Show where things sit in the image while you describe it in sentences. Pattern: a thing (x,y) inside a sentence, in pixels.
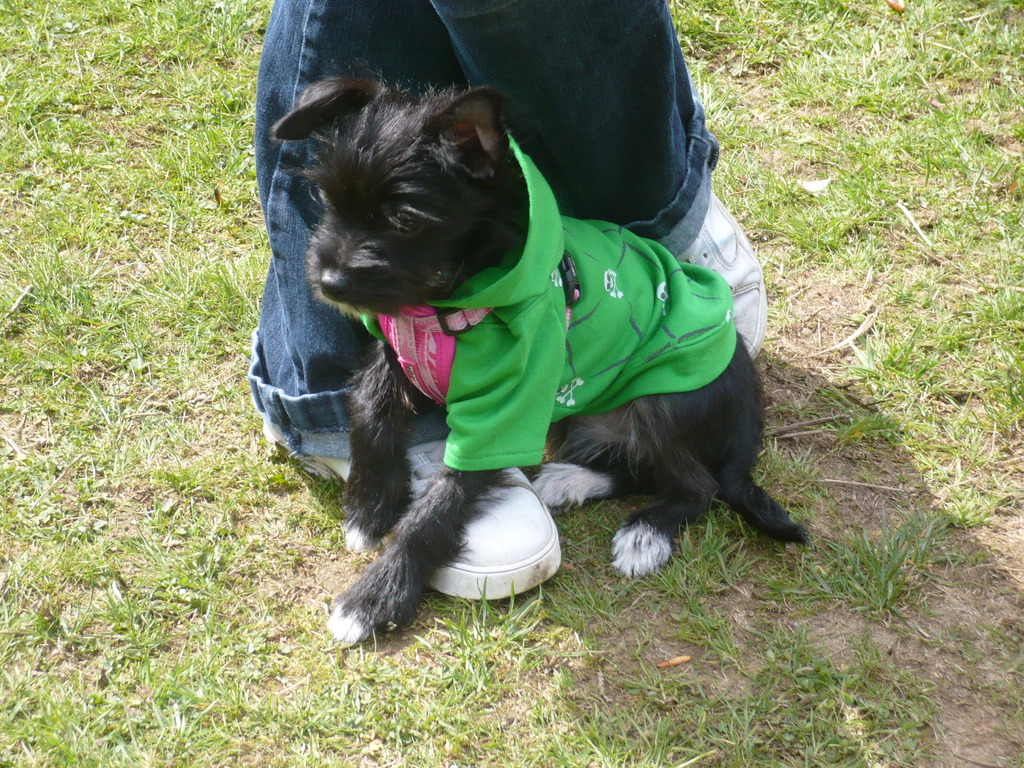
In this image we can see the legs (605,81) of a person (643,73). There is a grassy land (948,619) in the image. We can see a dog (713,442) is wearing a cloth (650,316) in the image.
